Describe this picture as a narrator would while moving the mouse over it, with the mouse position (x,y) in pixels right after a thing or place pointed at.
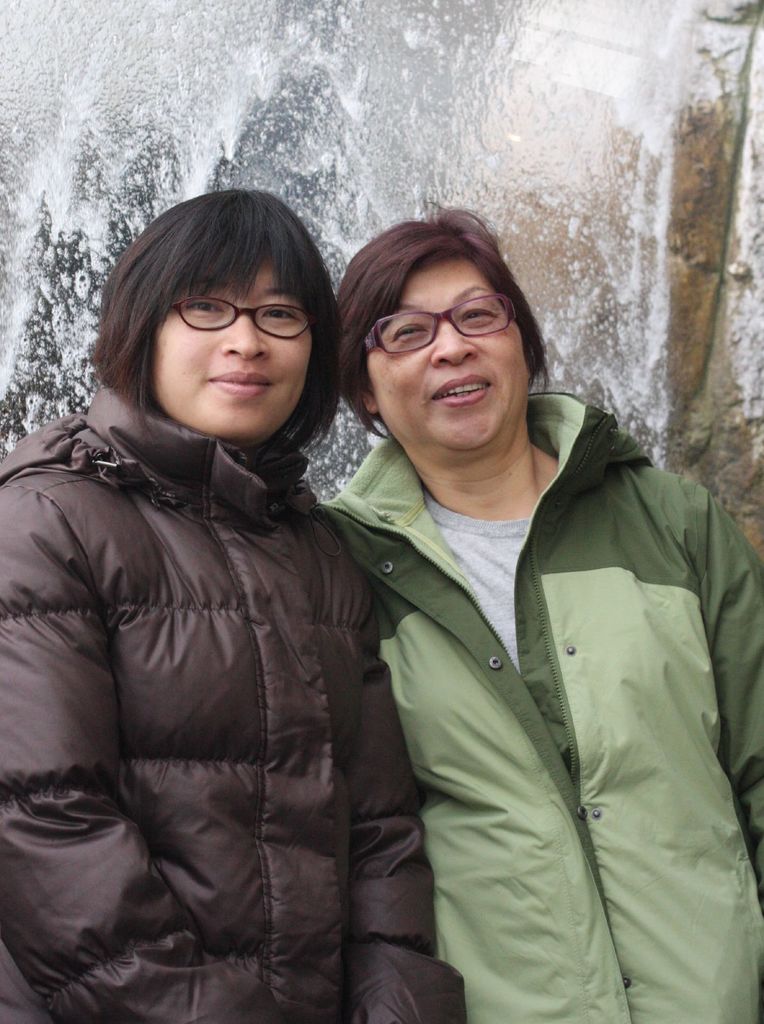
In this image we can see the two persons (438,524) wearing jackets (372,808) and also the glasses (424,331). In the background (230,133) we can see the waterfalls (322,111).
